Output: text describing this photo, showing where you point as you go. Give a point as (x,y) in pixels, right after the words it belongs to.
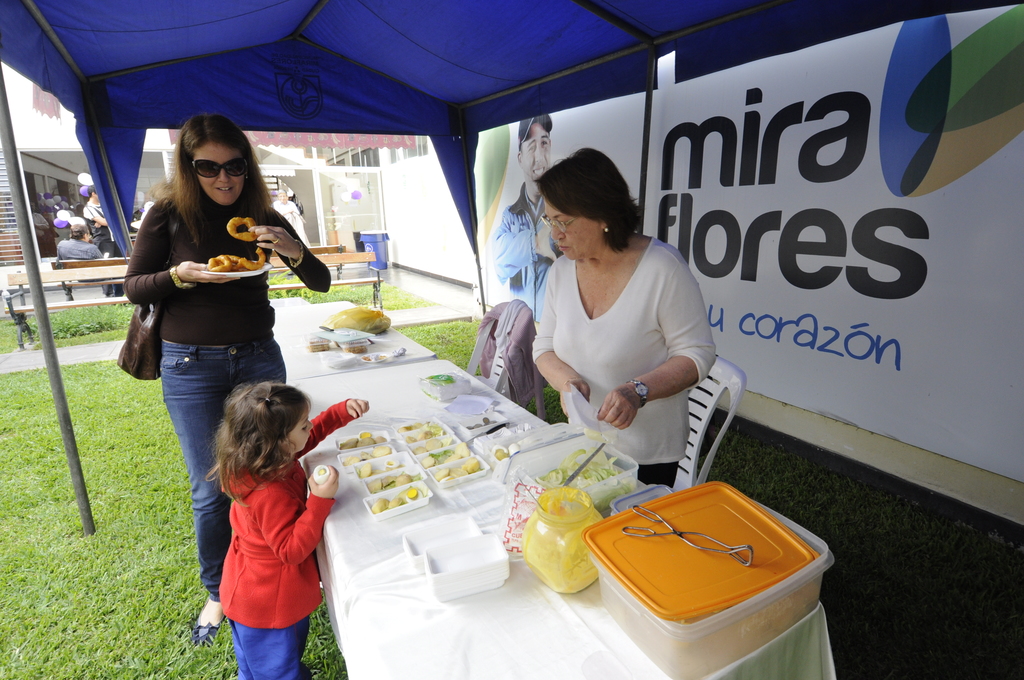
Here we can see three persons (202,200) are standing on the grass (135,526). She is eating food (234,228) and she has goggles (226,175). On the table (389,350) there are boxes (648,525), plates (456,477), food (448,451), and bowls (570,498). There are chairs (701,443). On the background (752,261) there is a banner (800,189) and this is pole (35,273). Here we can see a building (309,215) and this is floor (445,305). And there are balloons (77,186).
